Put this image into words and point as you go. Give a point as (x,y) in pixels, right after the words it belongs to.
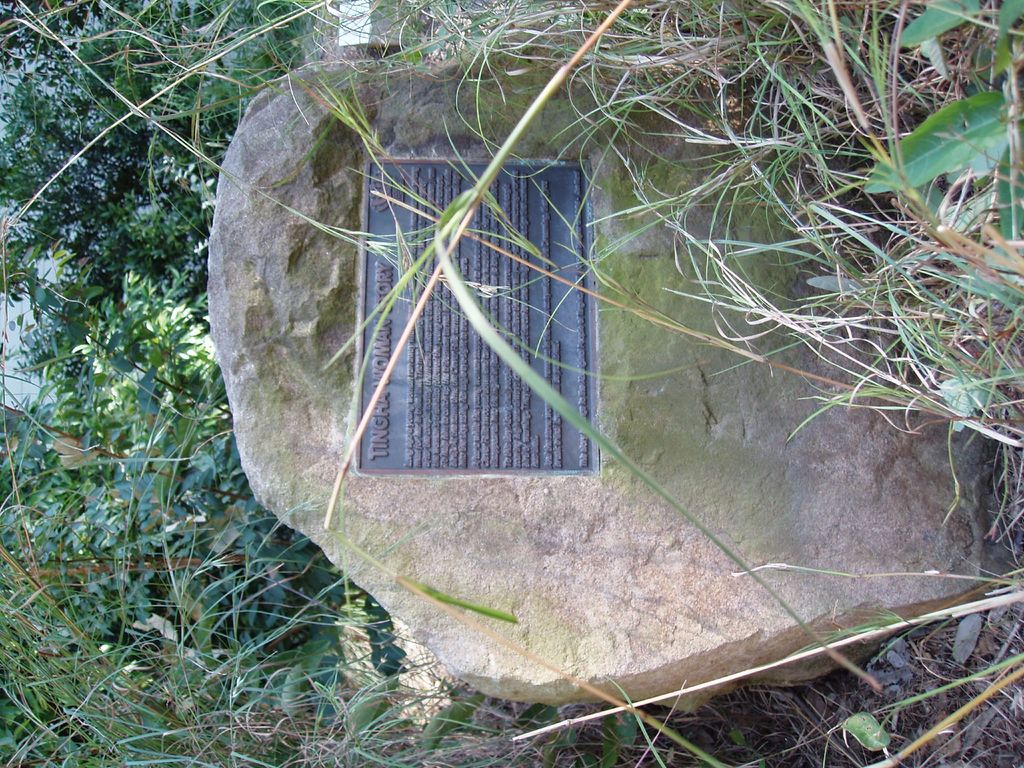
In this image we can see a board (506,286) with some text (494,403) placed on the rock (663,343). In the background (113,175), we can see a group of trees (145,536), grass (123,574) and an object (362,24) placed on the ground (377,20).
